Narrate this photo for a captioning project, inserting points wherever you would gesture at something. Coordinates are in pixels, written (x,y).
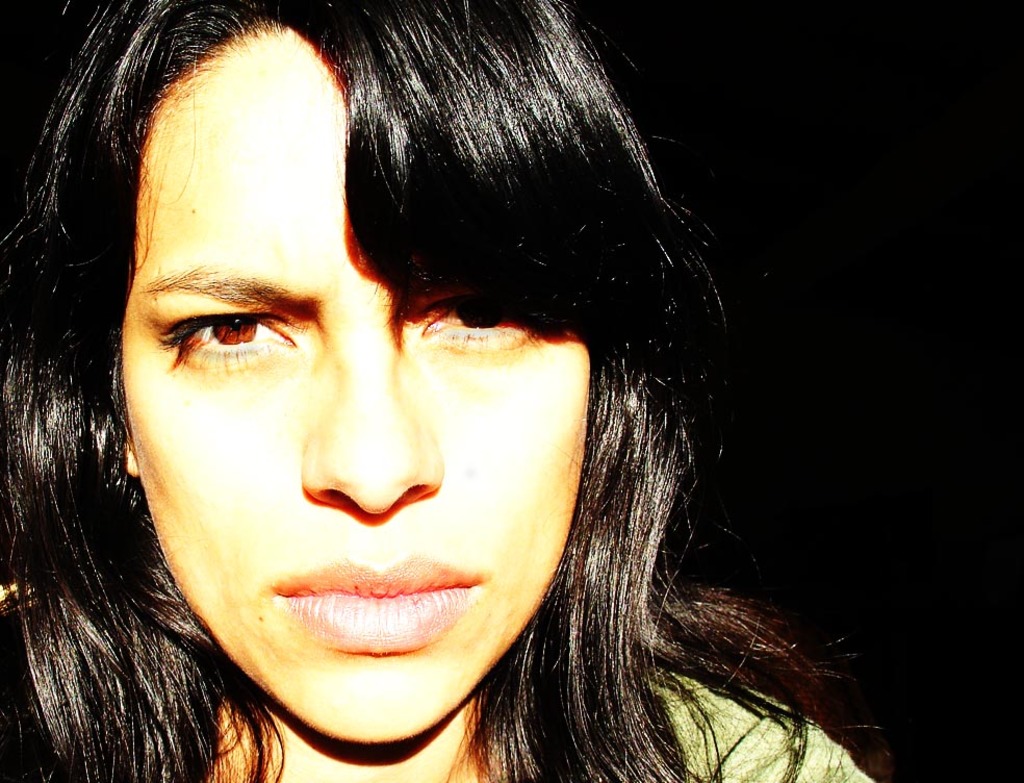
This is the picture of a lady (363,502) whose hair (77,682) is black in color.
